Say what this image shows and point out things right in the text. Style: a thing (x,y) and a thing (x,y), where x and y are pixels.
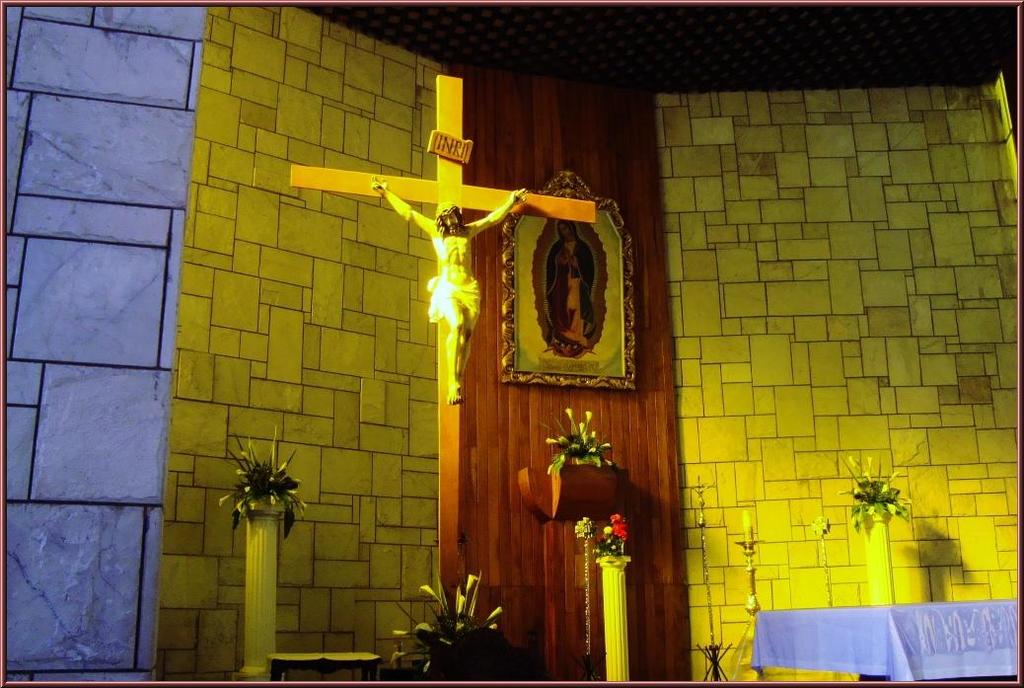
In this image, we can see walls (424,352), flower bouquets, decorative objects (750,578), photo frame (616,319), holy cross (450,283), candle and stands (827,565). On the right side (780,631) bottom, we can see table (888,642) covered with cloth (883,636). Top of the image (729,47), we can see the ceiling (646,37).
